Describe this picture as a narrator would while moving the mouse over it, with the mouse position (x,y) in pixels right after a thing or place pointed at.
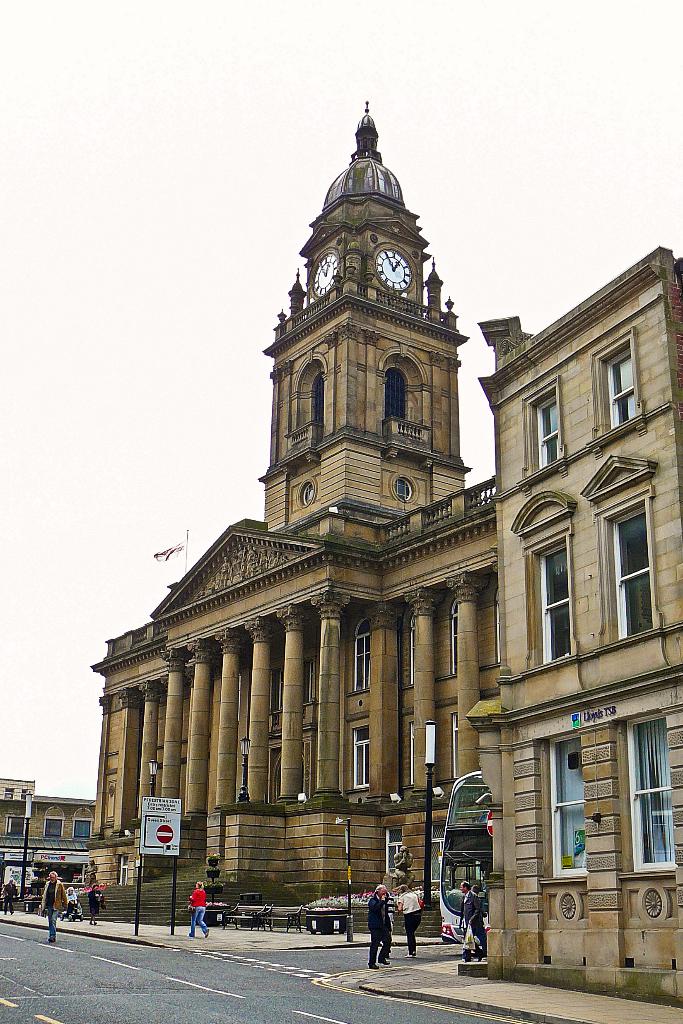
In the image there is a palace (398,670) on the left side (107,822) with a clock tower (399,315) above it and few persons (401,899) walking in front of it on the footpath (183,927) with a road (184,1002) beside it and above its sky (190,129).
